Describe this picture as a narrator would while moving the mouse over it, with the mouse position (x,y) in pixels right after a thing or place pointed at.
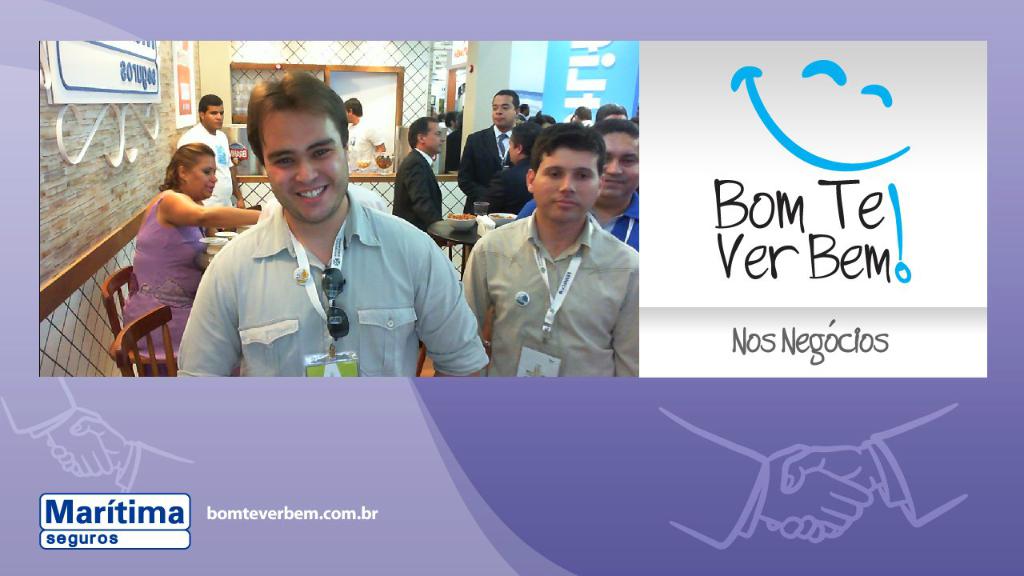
This is an edited image, in this image there are people (525,234) standing and a woman (174,280) sitting on a chair (151,316) and there are tables (455,237), on the right side (825,183) there is some text (798,348), in the bottom left (177,497) there is some text (161,520).
